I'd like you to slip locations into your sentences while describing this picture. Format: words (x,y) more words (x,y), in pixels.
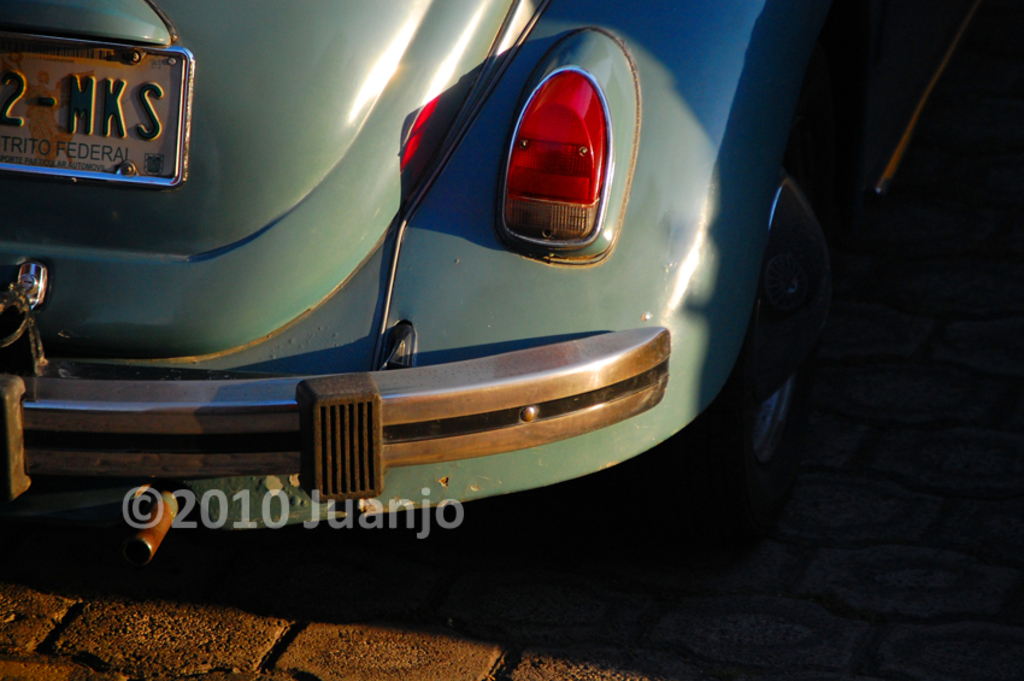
In this image I can see a car (261,54) and on the top left side of the image (124,70) I can see something is written on the board (82,123). I can also see a watermark (458,506) on the bottom side of the image (458,506).
